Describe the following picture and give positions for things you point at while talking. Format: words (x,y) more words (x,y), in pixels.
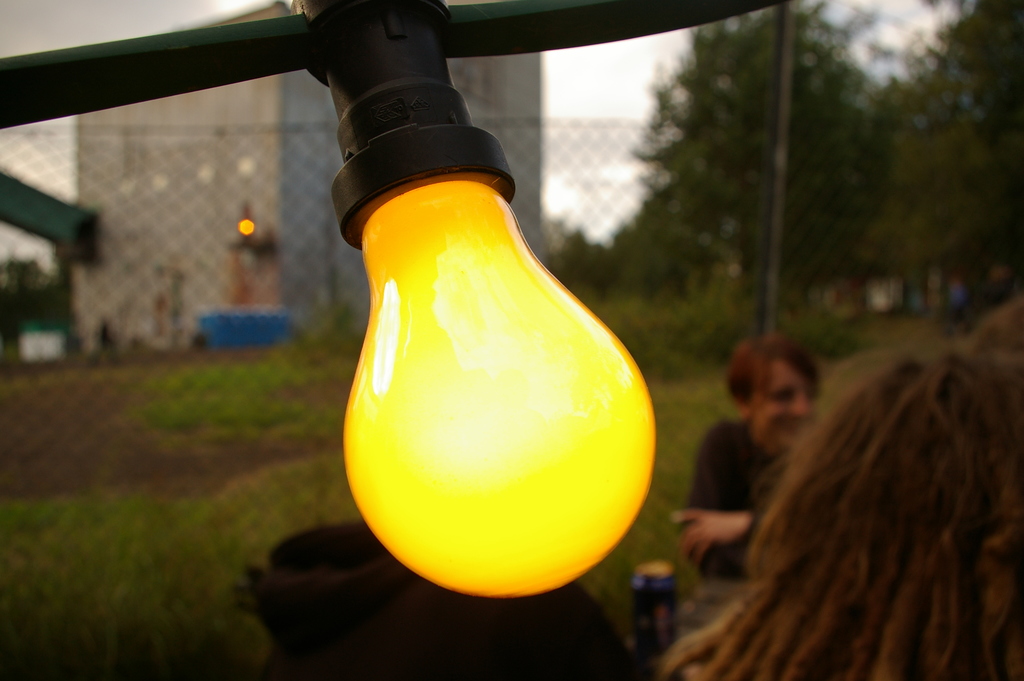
In this image, we can see a light bulb (617,540), there are some people (799,452) sitting, we can see the fence (768,316), there are some trees (965,78), we can see a building (540,187), we can see the sky (618,96).
